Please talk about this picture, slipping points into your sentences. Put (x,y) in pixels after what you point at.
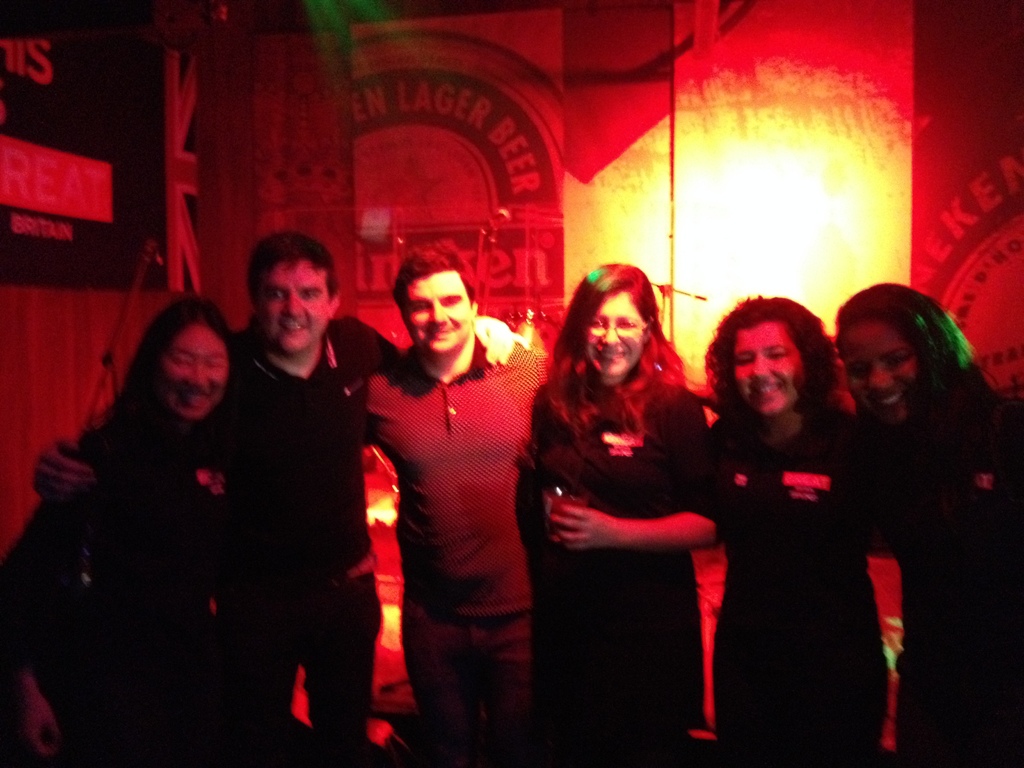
In the picture I can see group of people (741,450) are standing and smiling. In the background (413,155) I can see a wall (574,227), lights (730,257) and some other objects (496,233).
